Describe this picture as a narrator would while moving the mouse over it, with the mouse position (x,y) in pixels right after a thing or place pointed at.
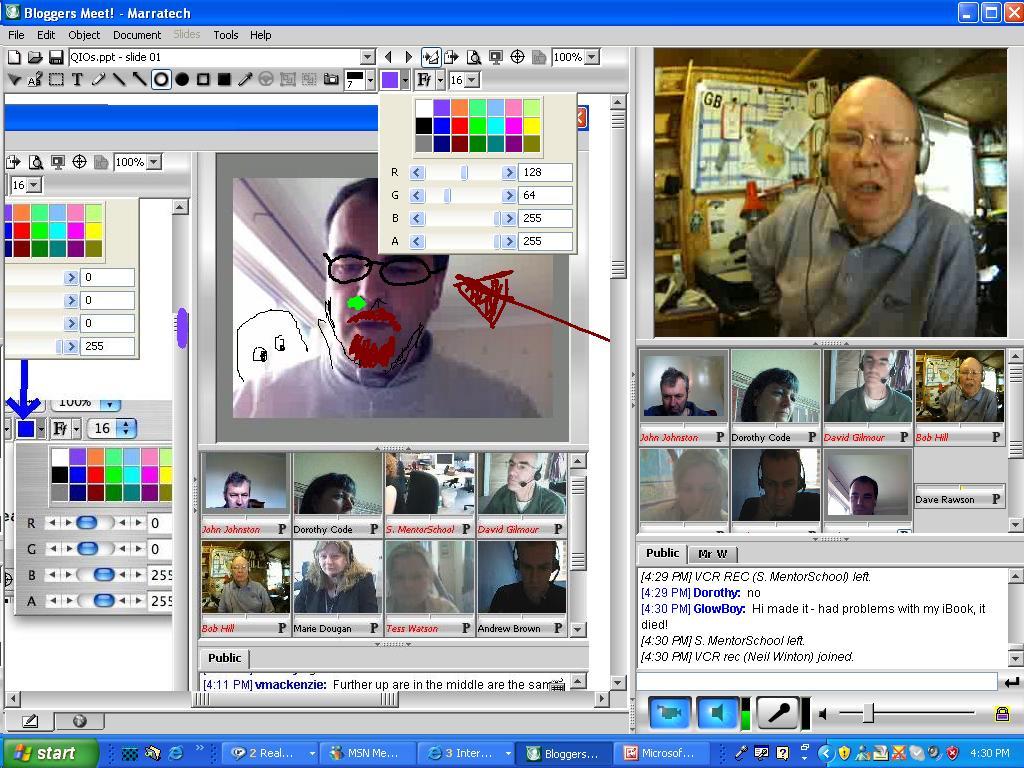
In this image there is a desktop screen (464,479) of a computer (515,451) with different tabs (782,243) opened.
